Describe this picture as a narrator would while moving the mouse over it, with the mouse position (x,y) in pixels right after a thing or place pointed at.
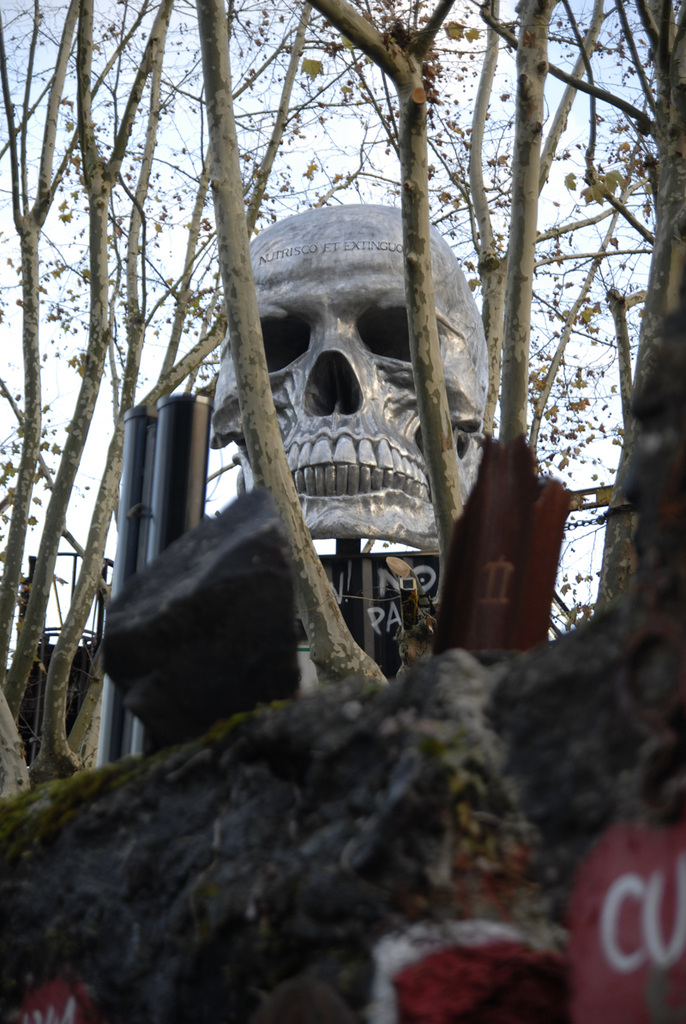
In this picture I can see structure of the skull (395,417) which is placed on the wood (506,619), beside that I can see red color on the wall (634,972).
